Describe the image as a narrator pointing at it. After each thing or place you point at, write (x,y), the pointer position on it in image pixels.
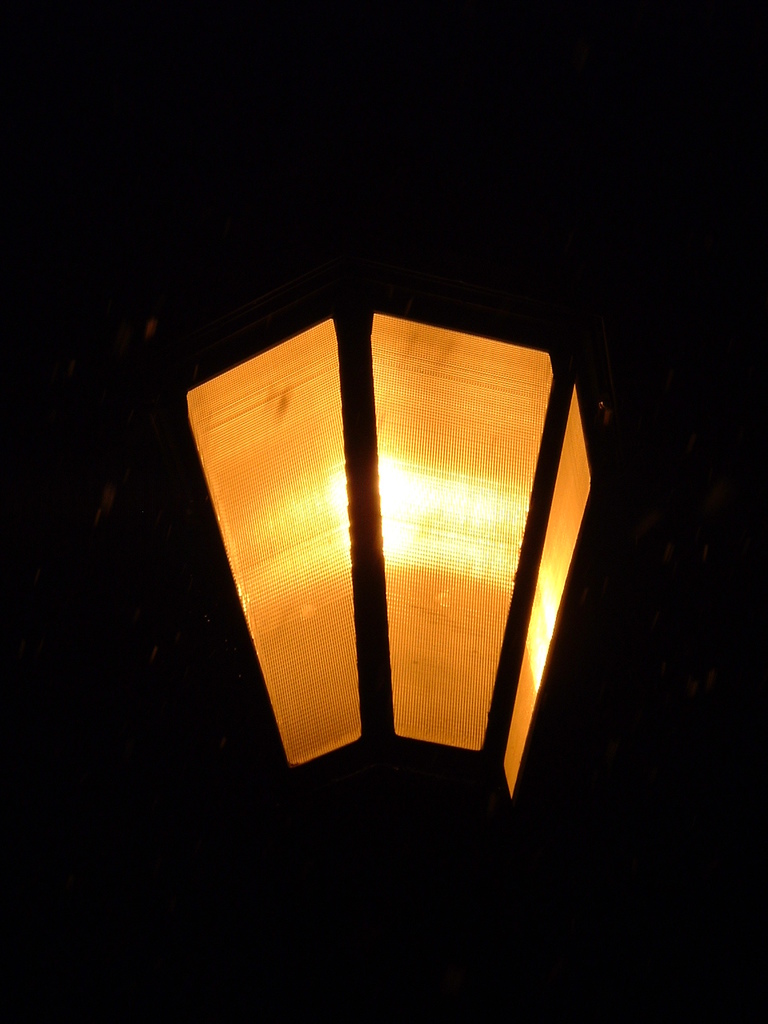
In this image we can able to see a street light (387,542).
